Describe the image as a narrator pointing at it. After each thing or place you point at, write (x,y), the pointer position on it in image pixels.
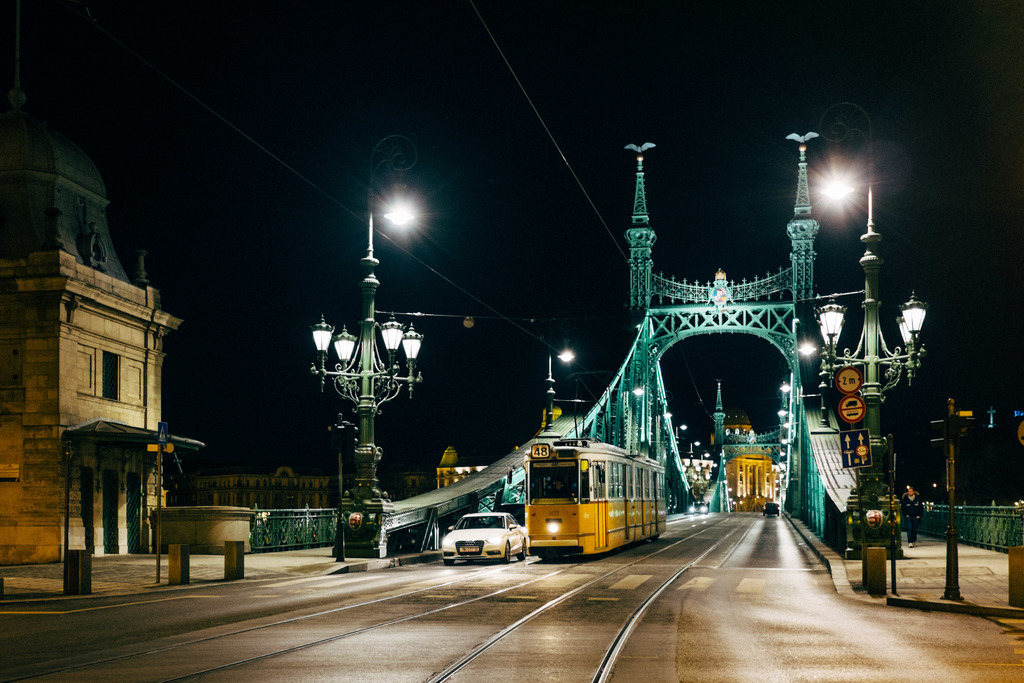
In this image in the middle (547,454) there are lights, bridge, train (566,537), car (499,546), vehicles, poles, cables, people (918,518), road (656,592) and sky (553,296).
